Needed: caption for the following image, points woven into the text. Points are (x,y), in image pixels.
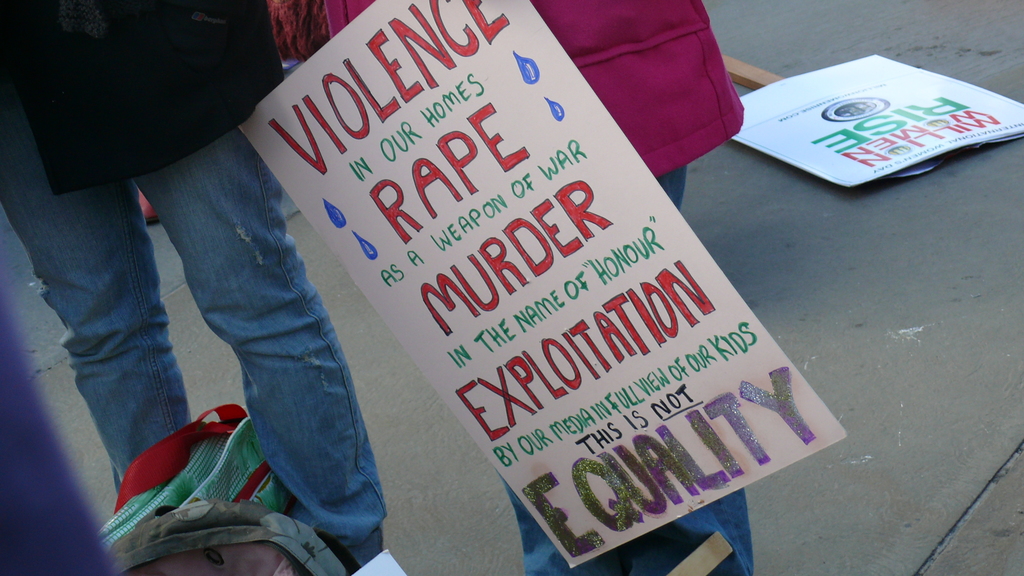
In this image I can see two persons legs (285,328). These people (343,464) are standing on the road (436,516). On the left side (271,500), I can see a bag (201,494) which is placed on the road (93,484). It seems like a person (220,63) is holding a board (495,206). On the board (503,216) I can see some text (388,204). On the right side (814,126) there is another board (807,114) is placed on the road (899,265).
